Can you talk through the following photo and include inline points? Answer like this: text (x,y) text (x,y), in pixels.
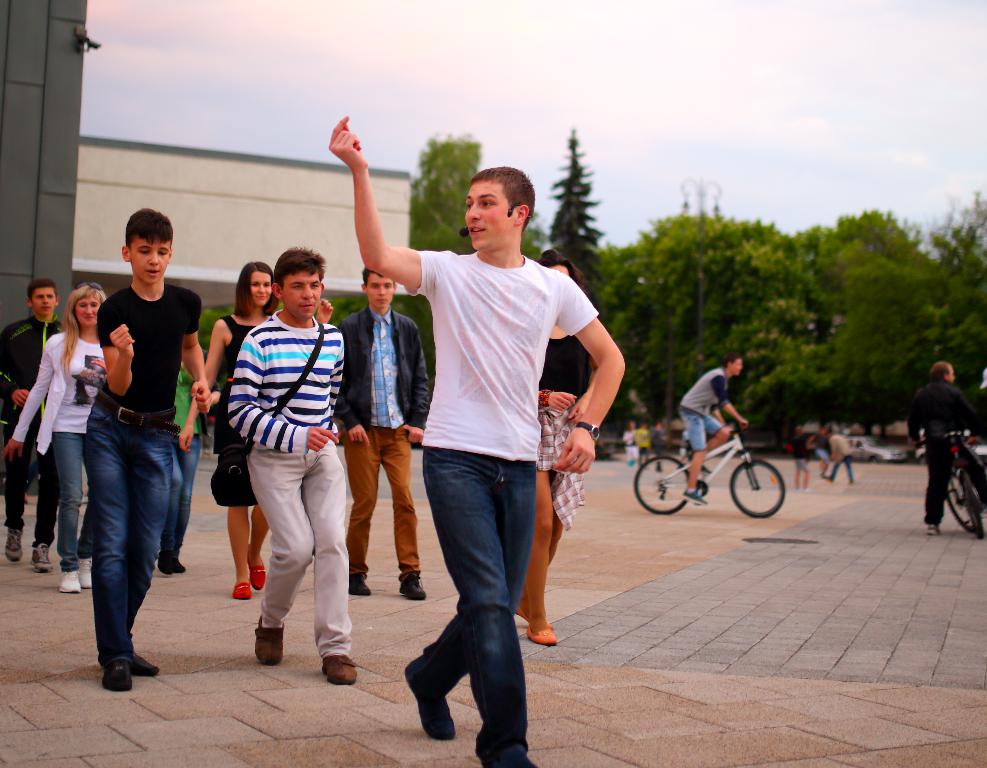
In this image there are group of persons (349,411) who are walking on the ground (607,470) and at the right side of the image (696,436) there are persons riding bicycles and at the background of the image (706,169) there are trees (771,314) and cloudy sky (557,141).
